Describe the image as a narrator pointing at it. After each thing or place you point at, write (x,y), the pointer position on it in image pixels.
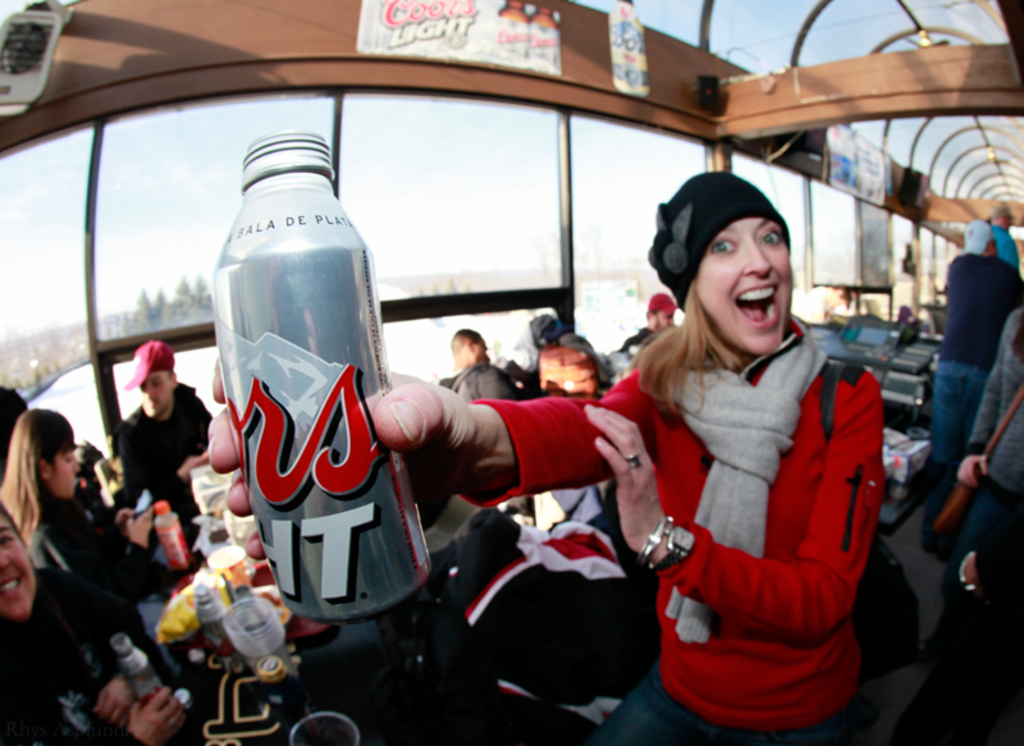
A woman (722,460) is posing to camera holding a container (352,471) in her hand (418,463). There are some people (51,588) sitting at a tables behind her.
